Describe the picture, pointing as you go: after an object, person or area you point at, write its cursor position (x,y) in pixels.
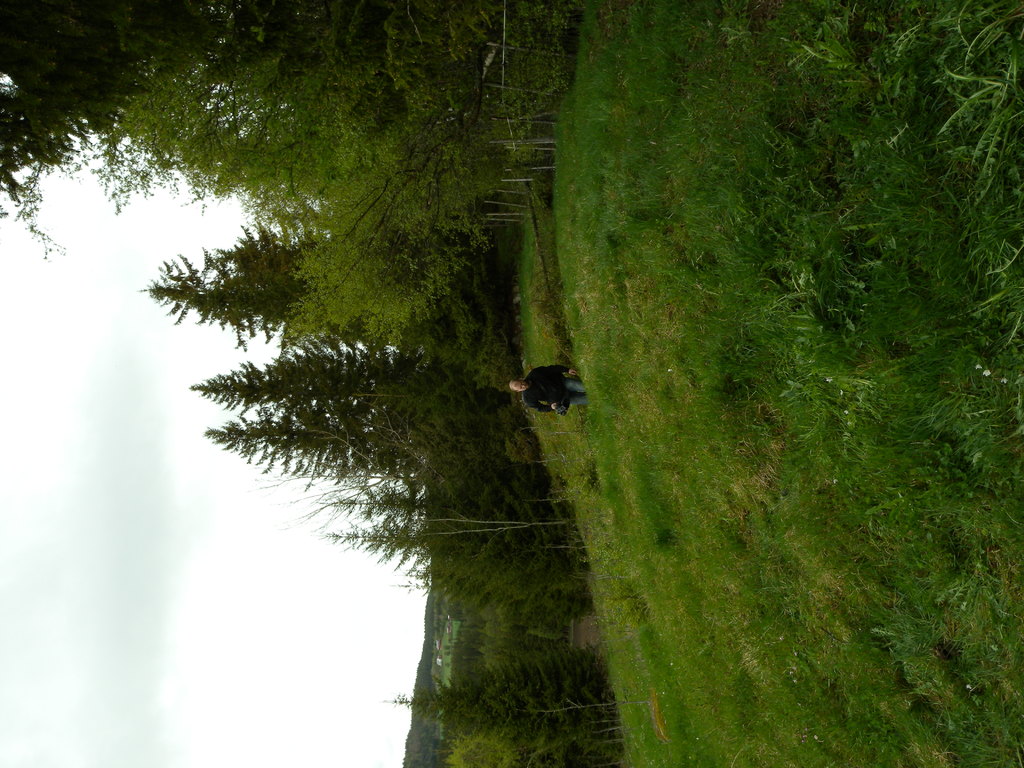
In the center of the image (546,369) a man (532,387) is there. In the middle of the image (509,378) we can see trees (468,619), hills (448,673) are there. On the right side of the image (899,440) grass (758,502) is there. On the left side of the image (214,635) clouds (214,635) are present in the sky (239,678).
